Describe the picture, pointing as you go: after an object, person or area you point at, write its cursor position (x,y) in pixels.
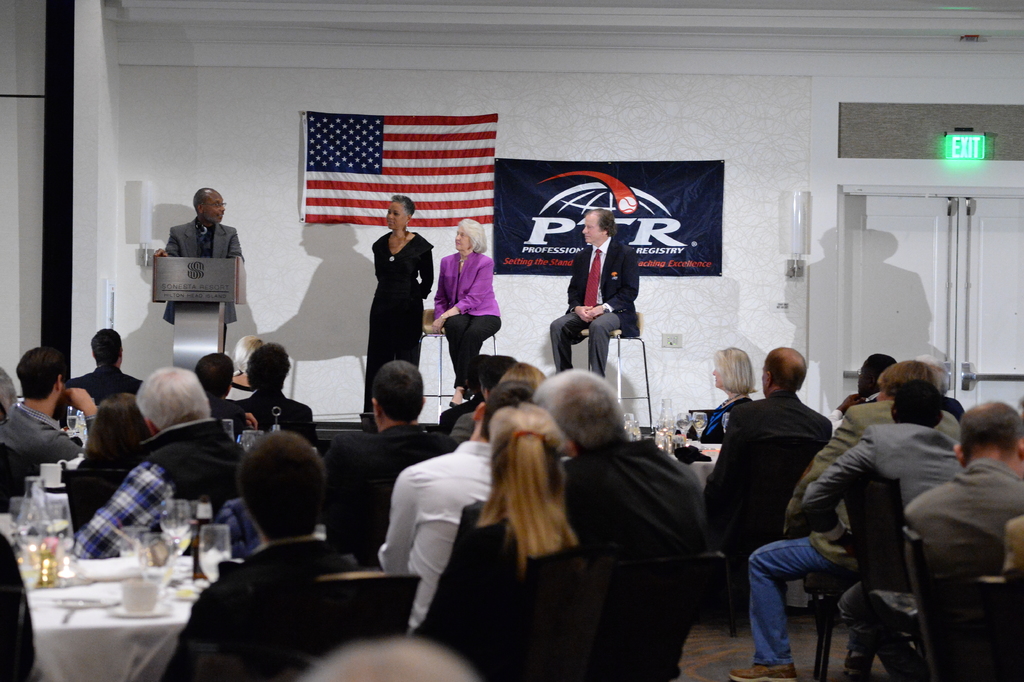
Group of people (267,522) are listening to a man (213,240) who is standing at a podium (211,289). There three other people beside him on the stage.
